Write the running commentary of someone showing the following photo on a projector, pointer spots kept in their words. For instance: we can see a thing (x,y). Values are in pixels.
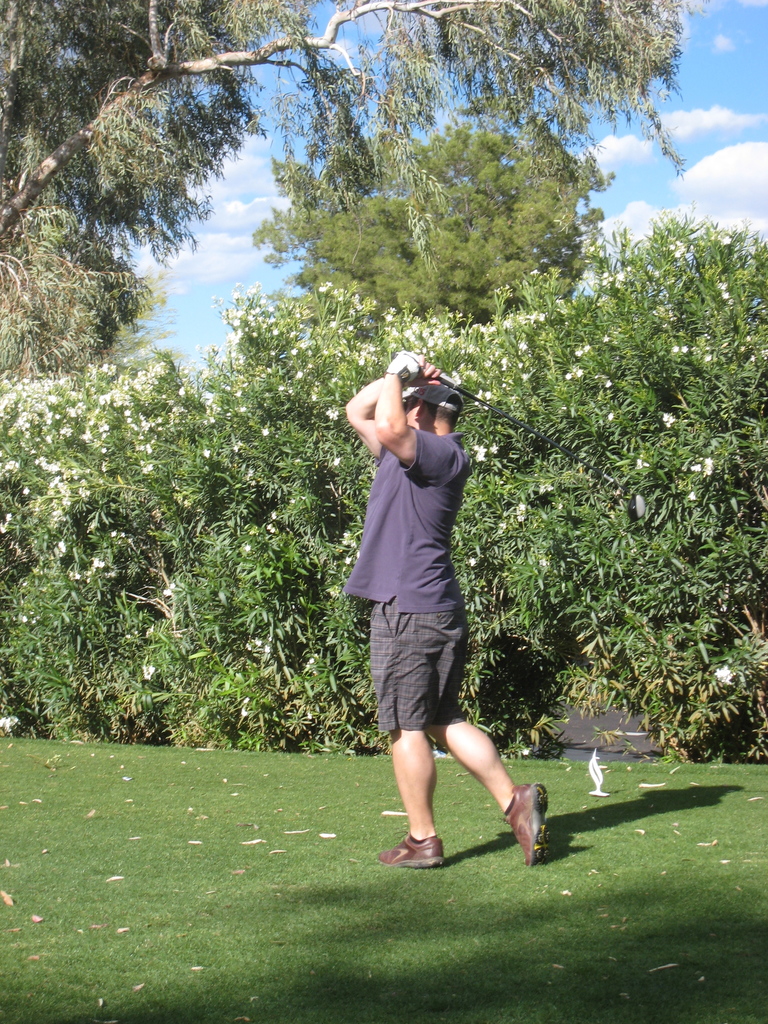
In this image there is a person (456,477) holding an object (559,445), there is grass (361,878), there are trees (447,187), there is the sky (695,97), there are clouds (212,199) in the sky (195,233), there are flowers (43,410), there is an object (593,774) in the grass (608,771).
